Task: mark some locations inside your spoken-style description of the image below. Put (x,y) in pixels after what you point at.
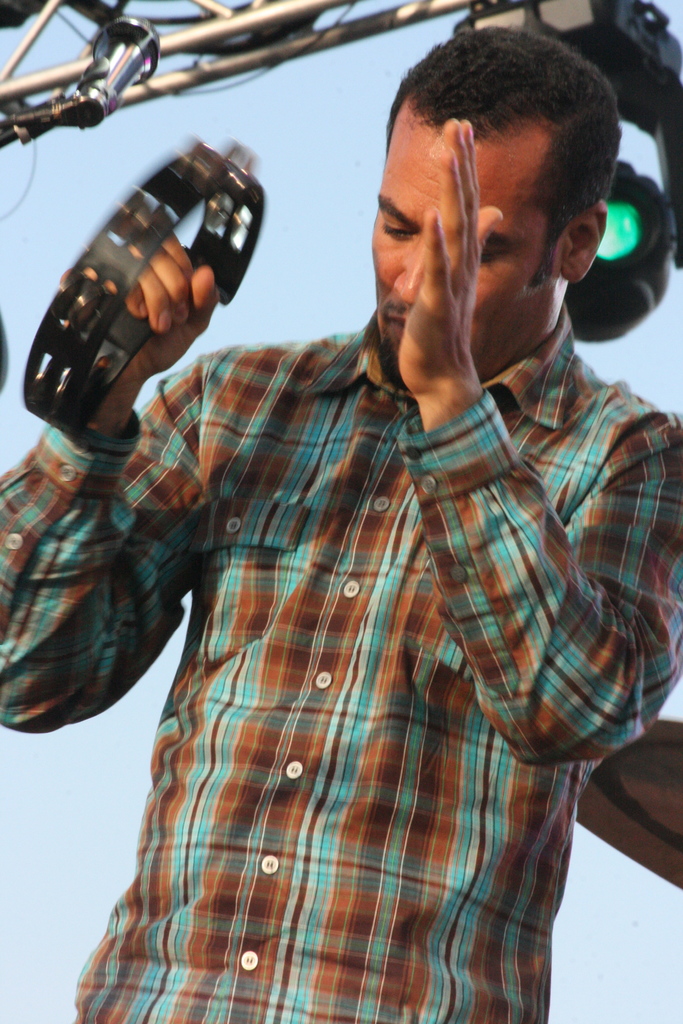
In this image, I can see a man (233,618) standing and holding a tambourine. At the top left side of the image (142,56), I can see a mike (105,108). In the background (73,73), I can see a focus light (621,258), truss (223,42) and there is the sky (290,204).
